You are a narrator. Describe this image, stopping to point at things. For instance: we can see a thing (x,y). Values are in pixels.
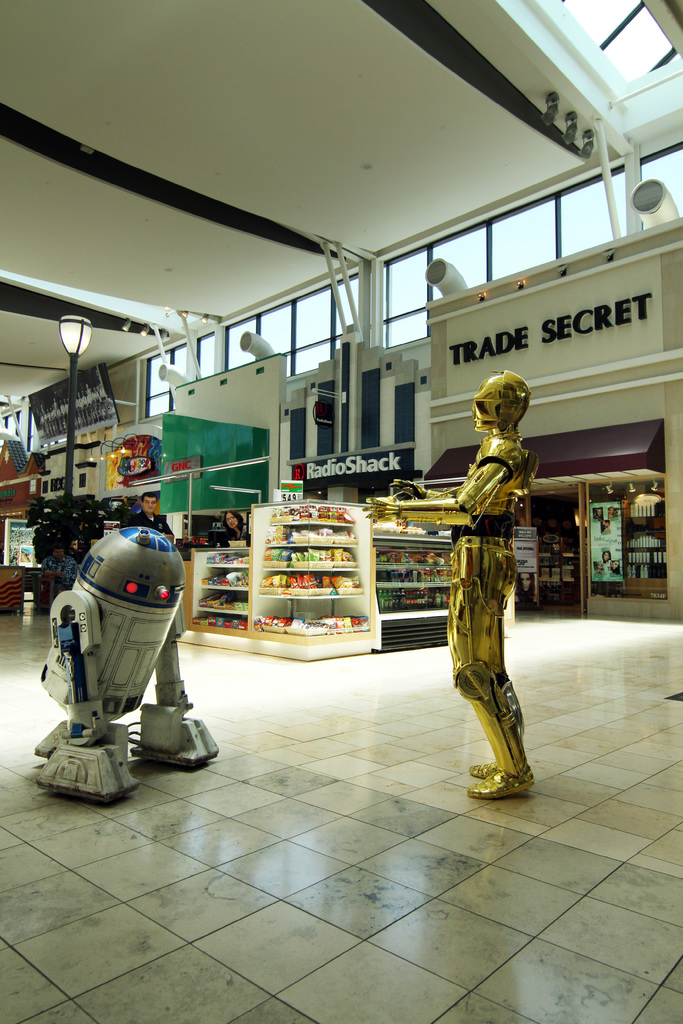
In this image, there are a few people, robots (496,650). We can see some shelves (329,572) with objects (394,570). We can also see some boards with text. We can see the wall (436,417) with some objects (446,288) attached to it. We can see a pole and the roof (52,260). We can see the ground (289,754) with some objects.
